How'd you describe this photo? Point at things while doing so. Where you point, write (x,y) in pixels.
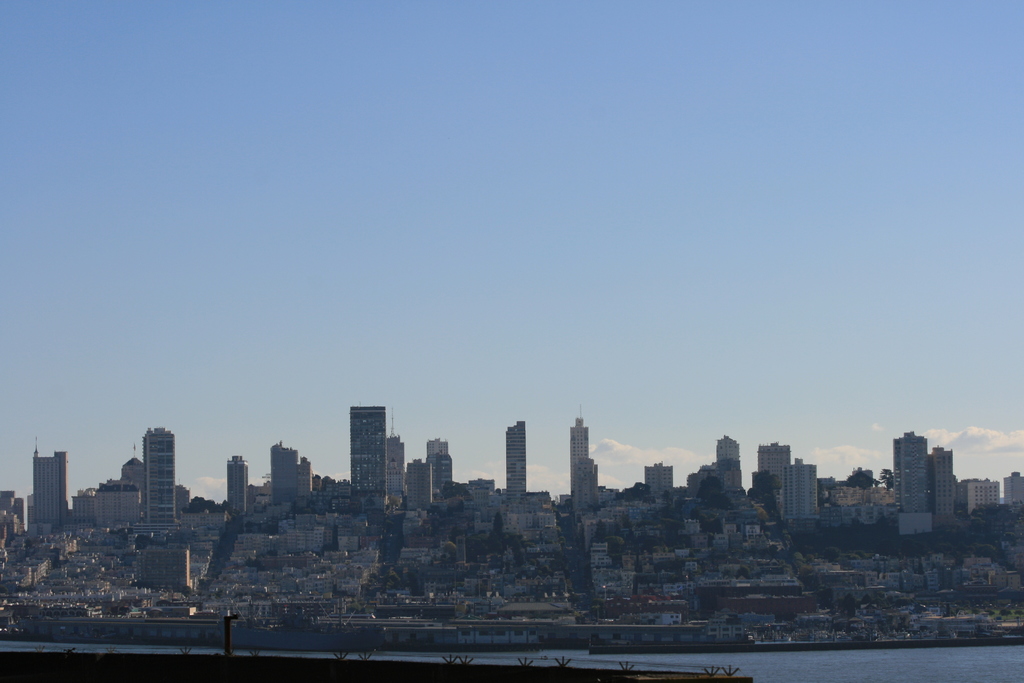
In this image on the foreground (454,649) there is water body (924,667). In the background (335,494) there are buildings (511,473). The sky (599,453) is having few patches of cloud (865,455).
